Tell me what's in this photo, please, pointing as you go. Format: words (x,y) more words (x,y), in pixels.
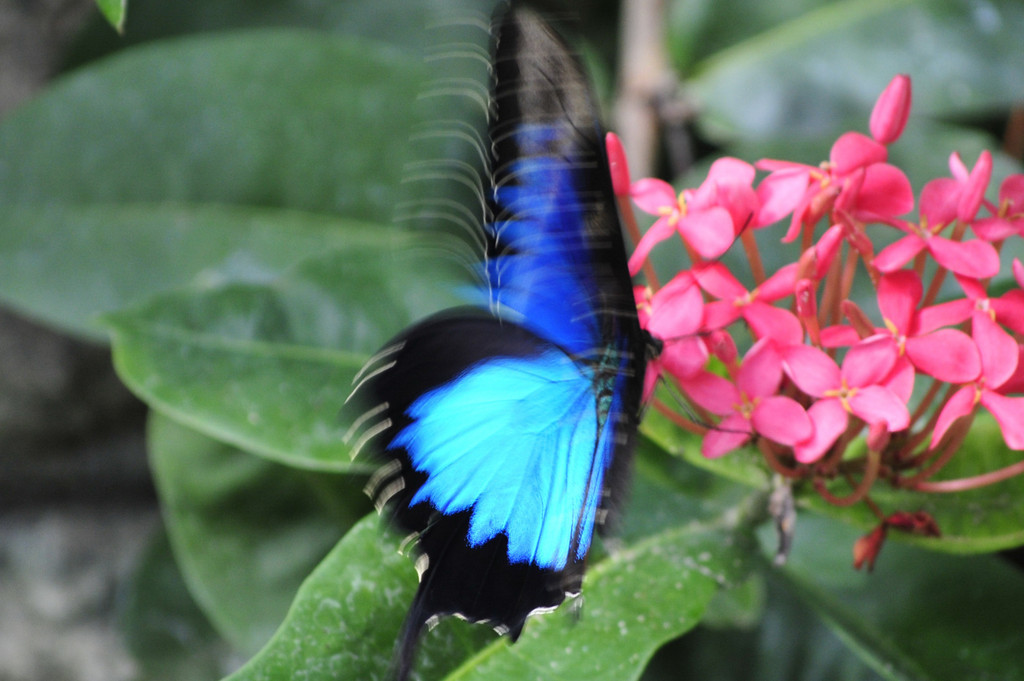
In the center of the image (466,333) there is butterfly (439,362) and flowers (725,382) on a plant (318,450).
